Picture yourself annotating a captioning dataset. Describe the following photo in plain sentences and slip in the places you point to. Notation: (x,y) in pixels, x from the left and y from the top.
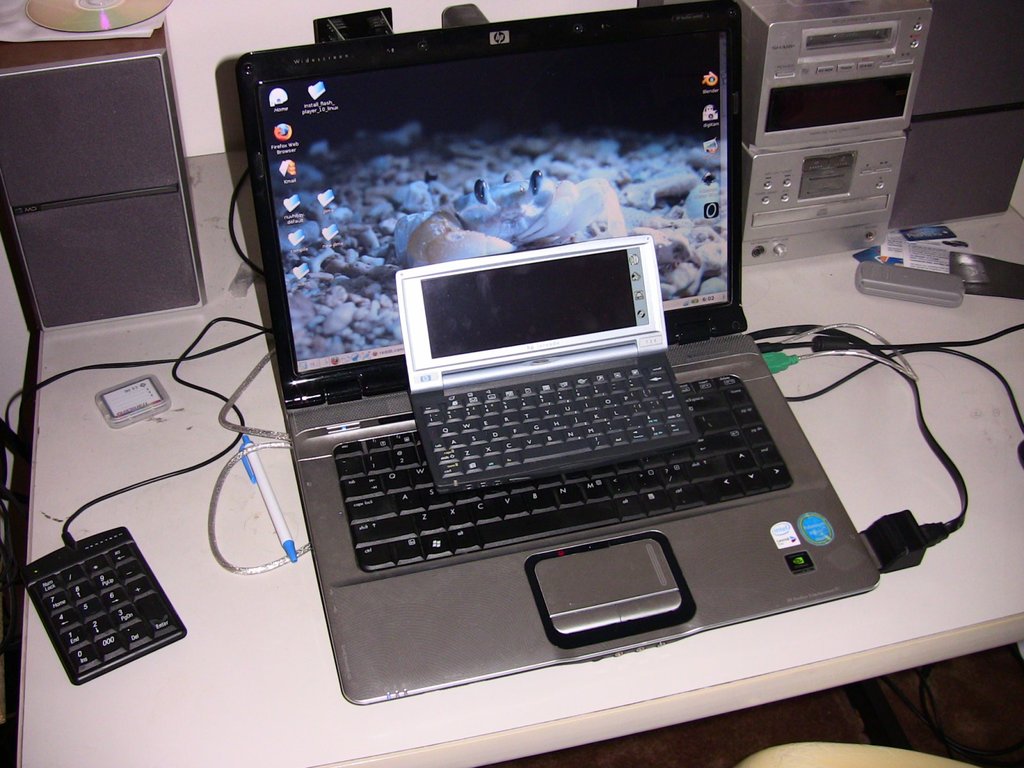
In the foreground of the image (616,430) we can see a device (549,422) placed on the laptop (489,503) kept on the table (971,554) with some cables (804,337). To the left side of the image (103,611) we can see a device (88,571) with some number keys (90,611), a container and a pen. In the background (146,244), we can see some speakers (933,141), device (827,178) and disc (93,12). To the right side of the image (910,289) we can see a box (926,287) and some papers (917,264).
